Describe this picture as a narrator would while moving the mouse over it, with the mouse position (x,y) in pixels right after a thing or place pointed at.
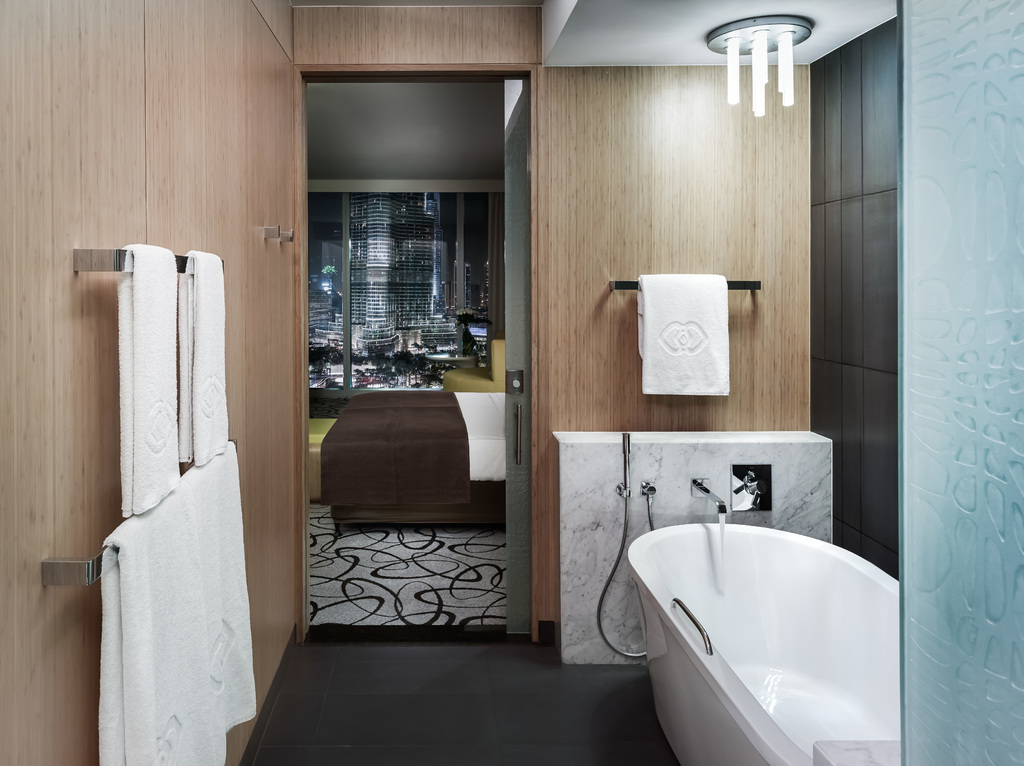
In the image I can see a white color bath tub (679,619), taps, towels (656,378) and some other objects (728,85) attached to wooden walls (20,592). In the background (372,487) I can see buildings (395,276), framed glass wall (351,317) and some other objects (429,497) on the floor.
